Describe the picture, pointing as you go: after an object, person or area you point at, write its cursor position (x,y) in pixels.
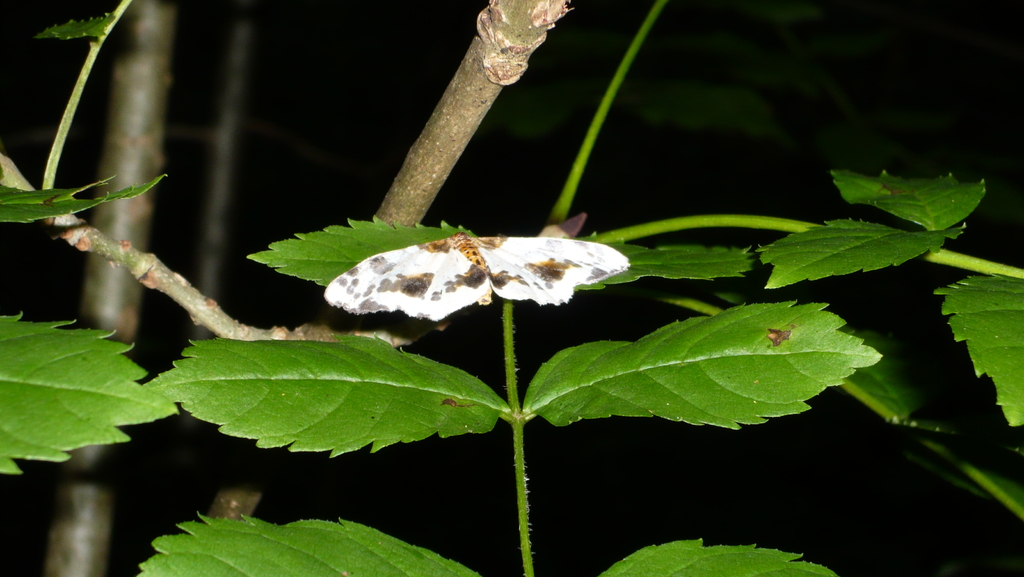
In this image, we can see some leaves (100,347) on the black background. There is a butterfly (524,244) in the middle of the image (459,289).
